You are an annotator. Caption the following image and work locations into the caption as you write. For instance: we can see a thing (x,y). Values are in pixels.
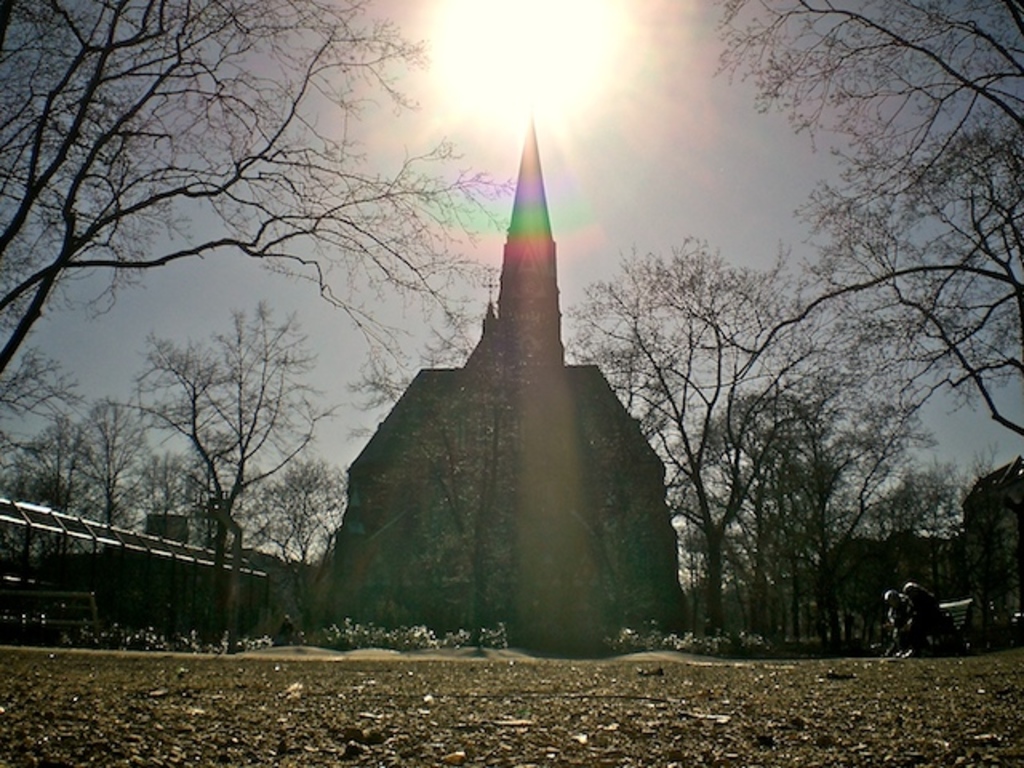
In this image we can see open area (813,760) and two persons (903,631) sitting on bench (963,602), there are some trees (846,619) and in the background of the image (436,527) there is a church (436,527) and sunny sky (398,224).
